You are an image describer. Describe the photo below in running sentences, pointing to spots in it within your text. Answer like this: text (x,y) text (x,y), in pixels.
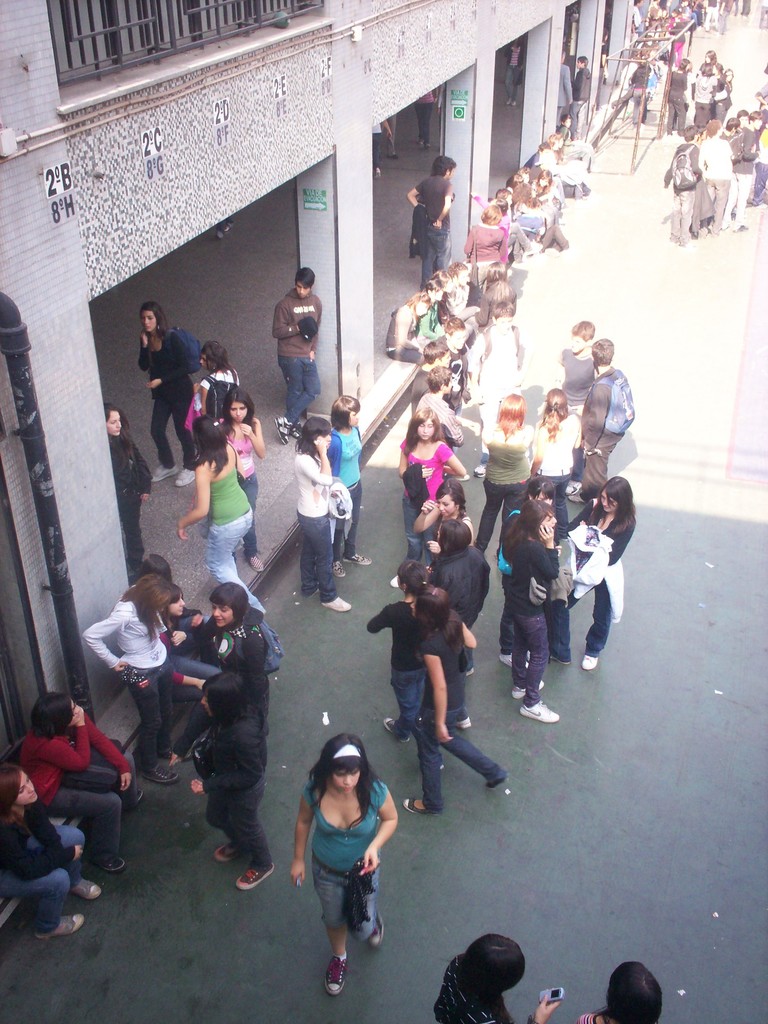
In this image there is a road (618,830) on which there are few people (473,551) standing while some people (428,650) are walking. On the left side (220,156) there is a building (281,85). Under the building (346,57) there are few people (223,380) standing near the pillars (338,309).
